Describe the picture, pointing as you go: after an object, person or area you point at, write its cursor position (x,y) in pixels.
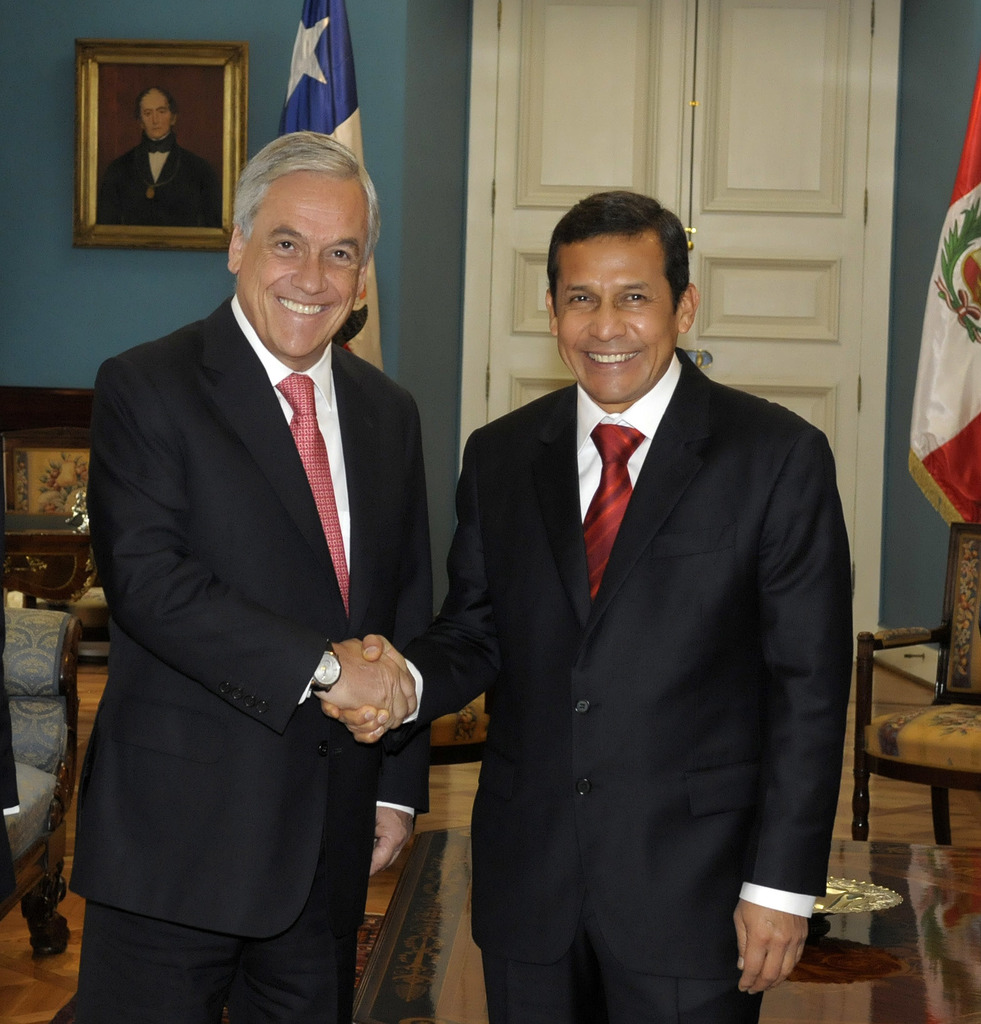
In this image, we can see two men (783,471) standing and shaking hands (394,701), both are smiling, in the background (839,194) there are some chairs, there is a white color door (612,164), there is a photo frame (95,108) on the wall (31,220).
